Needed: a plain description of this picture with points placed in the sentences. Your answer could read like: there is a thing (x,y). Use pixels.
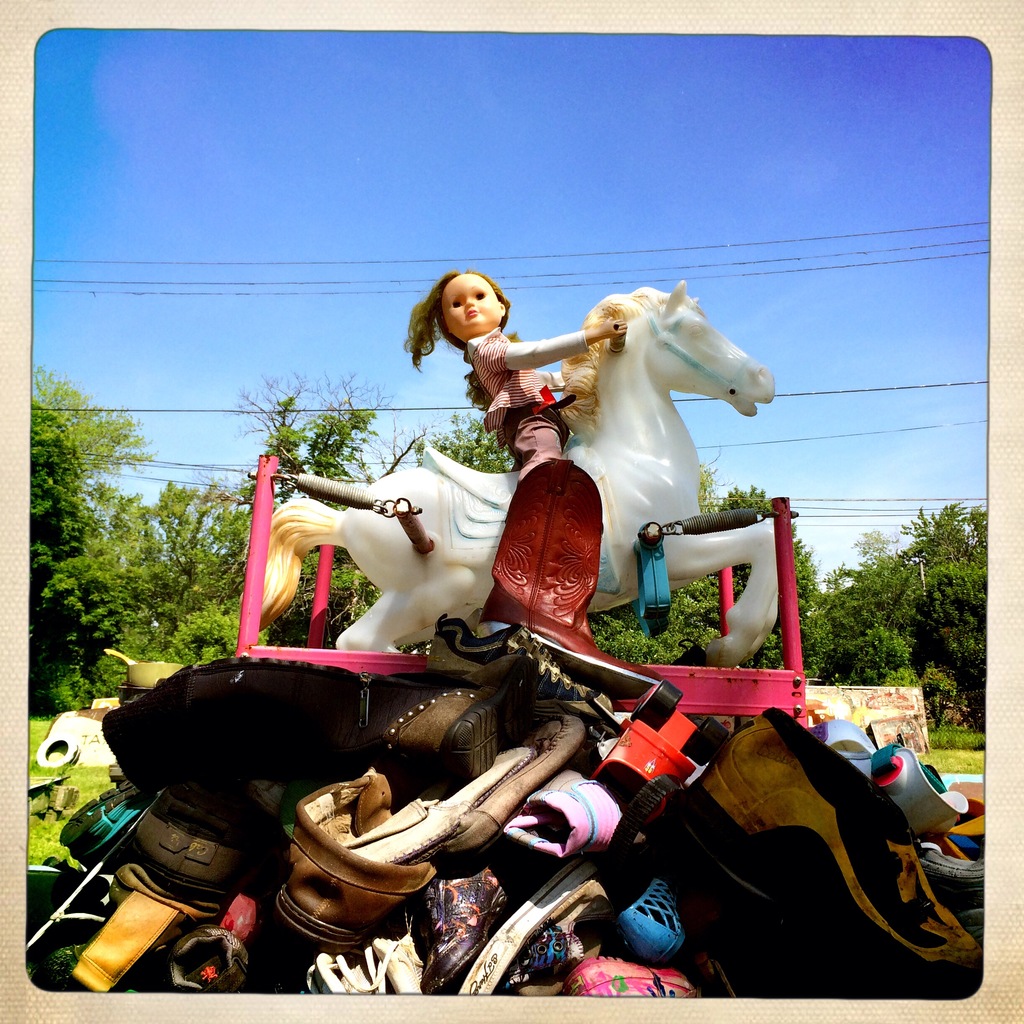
In this image we can see a group of boots (770,822) and shoes (838,903) on the ground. We can also see a toy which is placed on them. On the backside (180,657) we can see a pan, boards (882,727), grass (971,748), plants (208,659), a group of trees (825,660), wires (725,497) and the sky (177,257) which looks clear.
